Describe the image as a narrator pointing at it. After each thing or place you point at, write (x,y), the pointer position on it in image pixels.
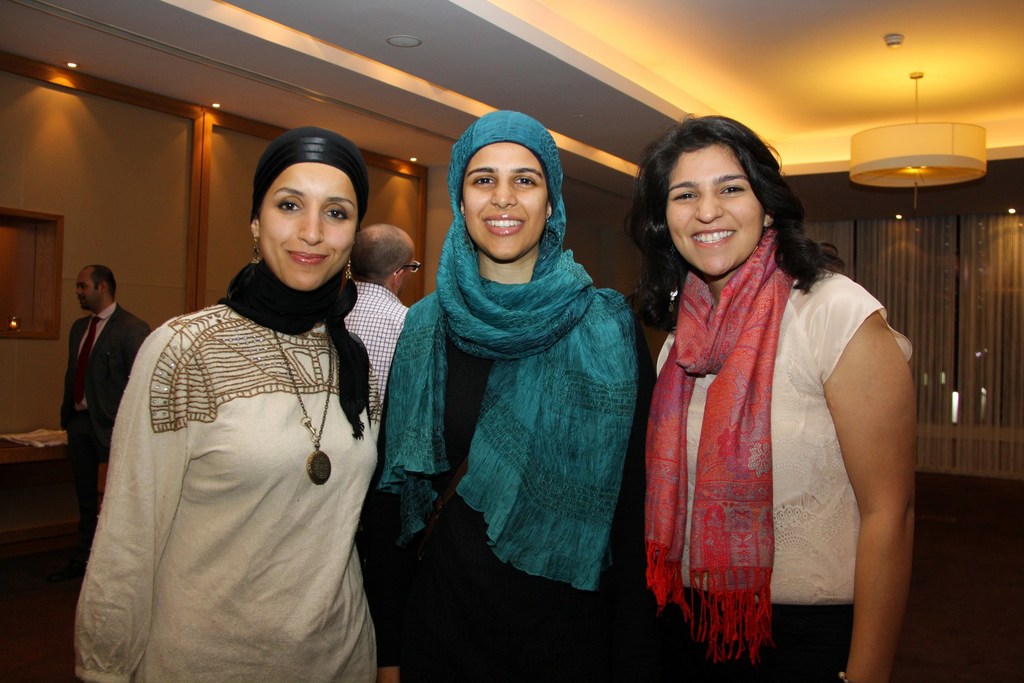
This image consists of three women (596,477) standing in the front (691,514). They are wearing scarves (492,472). In the background (131,331), there are two men (136,323) standing. It looks like it is clicked in a restaurant (24,295). At the bottom (954,612), there is a floor (963,576). At the top (723,92), there is a ceiling (774,145).
